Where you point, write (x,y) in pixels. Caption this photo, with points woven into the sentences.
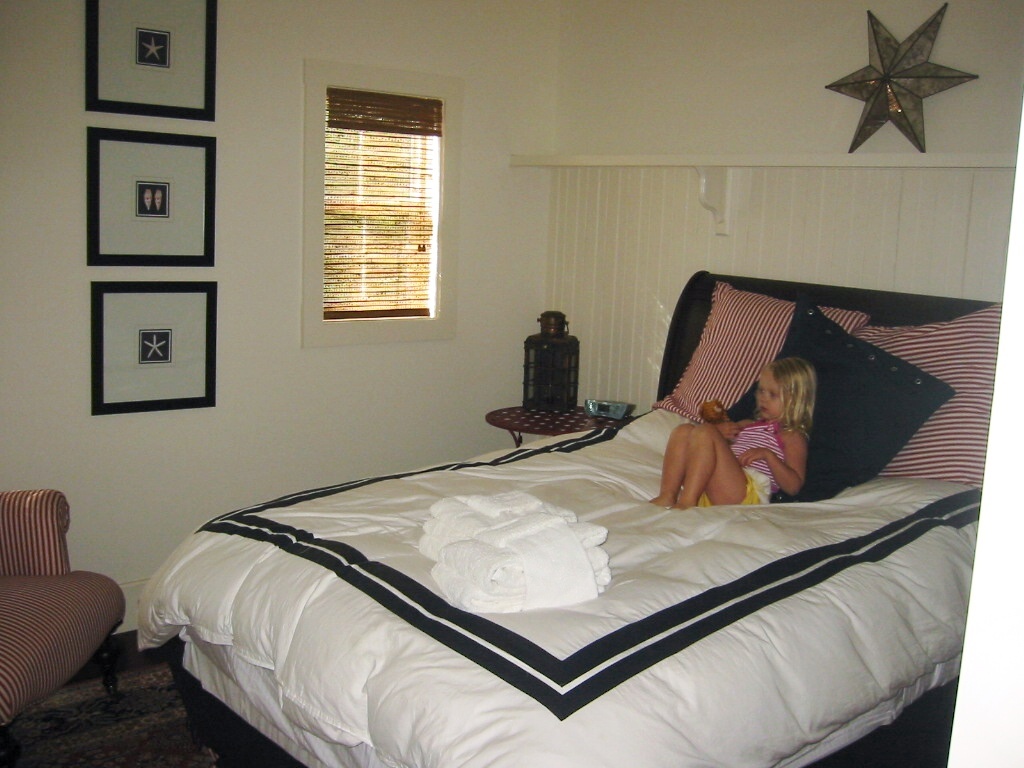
There is a girl (730,443) lying on the bed (638,495). There are some blankets (531,549) and behind the girl (728,434) there are some pillows (823,345) here. In the background (872,82) there is a star (875,70) to the wall (701,73) and a window (442,178) here. Beside the bed (599,497) there is a table (550,422). We can observe a chair (56,606) here.
